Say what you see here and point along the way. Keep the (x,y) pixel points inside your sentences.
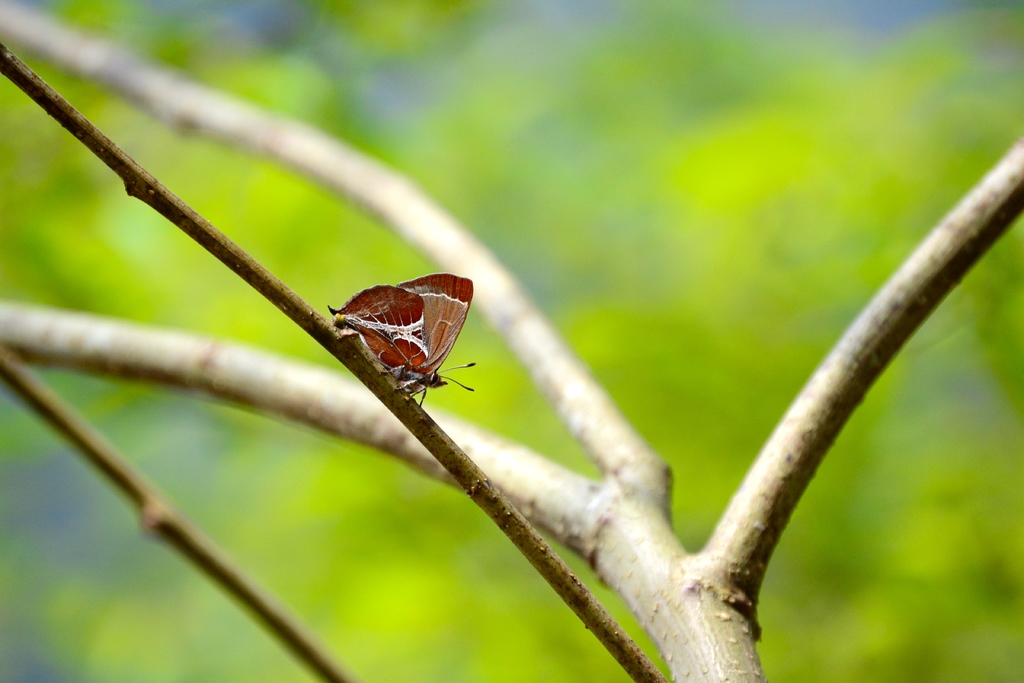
In this image there is a butterfly (430,335) on the branch (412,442) of a tree (735,557) and the background of the image (817,659) is blur.
